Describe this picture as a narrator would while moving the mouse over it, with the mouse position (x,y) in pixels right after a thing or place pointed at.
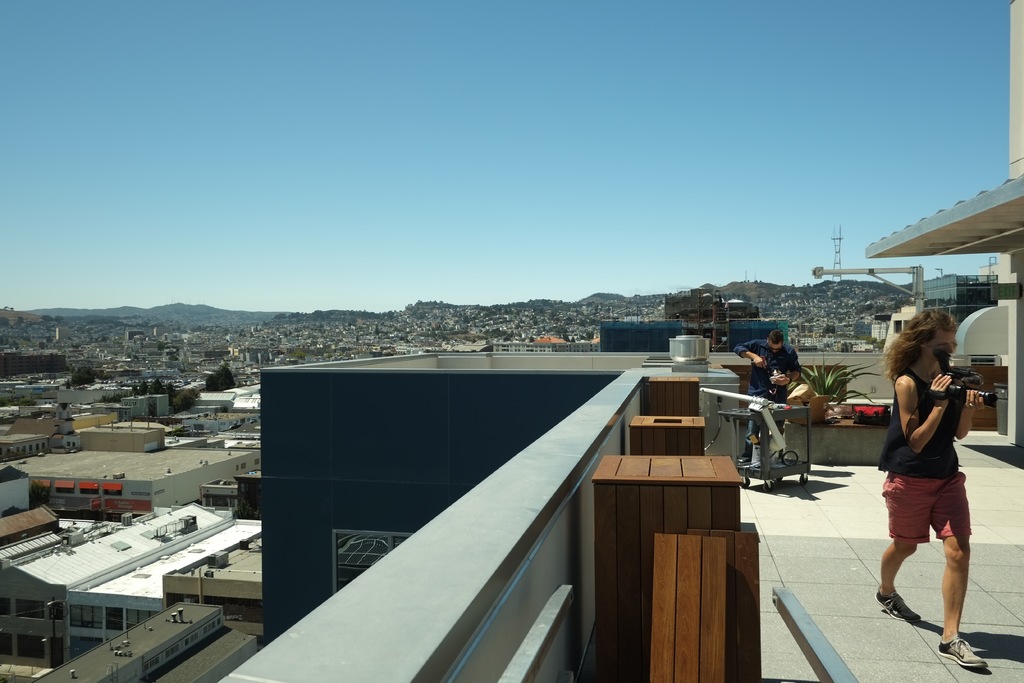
On the right side of the image (951,336) there are two people (964,574) holding some objects (949,361) and they are standing on the building (291,668). There are tables (673,450), flower pot (840,363) and a few other objects (767,436). In the background of the image (10,436) there are buildings (10,436), trees (533,306), towers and mountains (203,314). At the top of the image (487,128) there is sky (456,148).
